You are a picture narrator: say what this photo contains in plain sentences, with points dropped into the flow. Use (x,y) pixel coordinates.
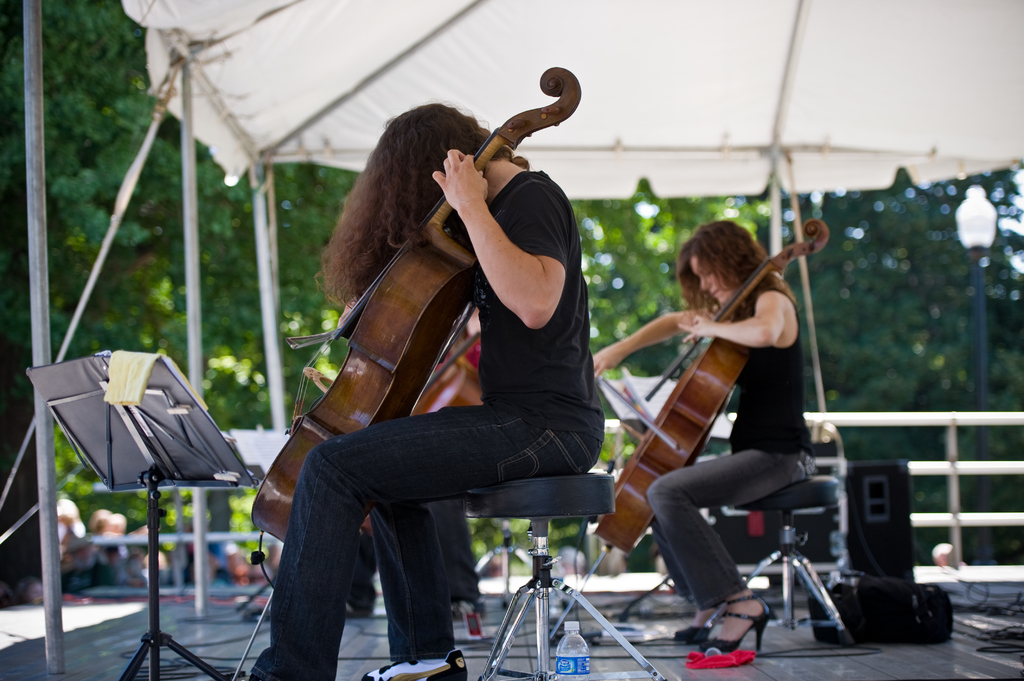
This two persons (534,362) are sitting on chair (586,495) and playing cello (396,351). This is tent (882,62). These are trees (71,212). On floor (941,655) there is a speaker (884,515) and bag (897,603). Beside this person (511,453) there is a bottle (574,643). This is a book stand (238,479).
